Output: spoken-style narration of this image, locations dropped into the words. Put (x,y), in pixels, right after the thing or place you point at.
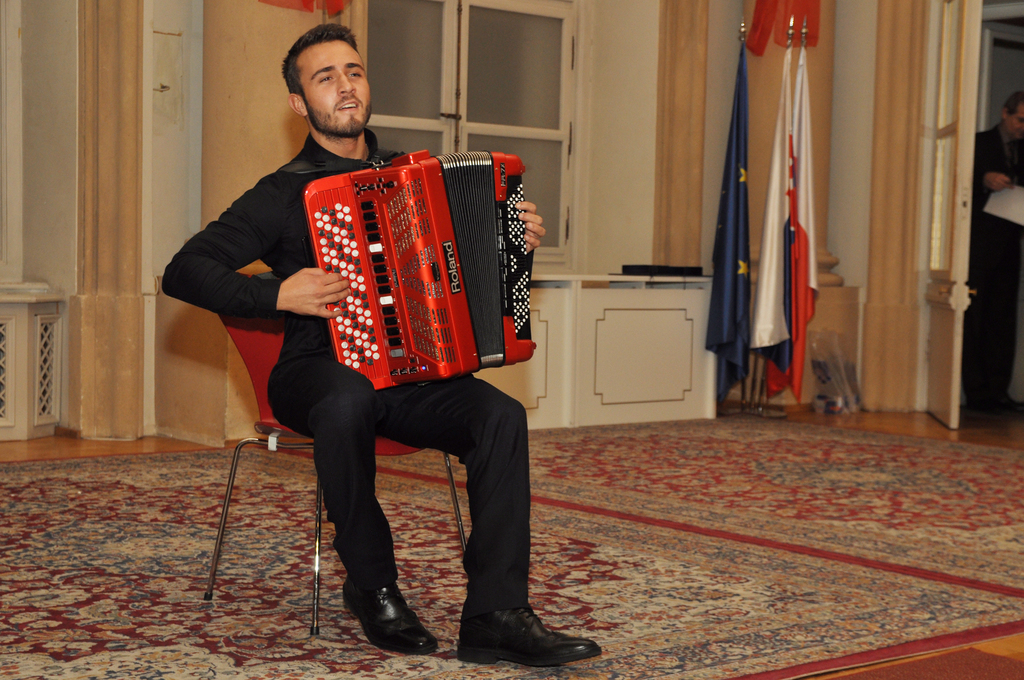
In this image, there are a few people (996,246). Among them, we can see a person (338,128) playing a musical instrument (427,282) is sitting on a chair (312,438). We can see the ground (811,666) with some objects (685,327). We can see the windows (413,115) and a door (948,244). We can see a pillar (885,360). We can see some flags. We can see the wall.
